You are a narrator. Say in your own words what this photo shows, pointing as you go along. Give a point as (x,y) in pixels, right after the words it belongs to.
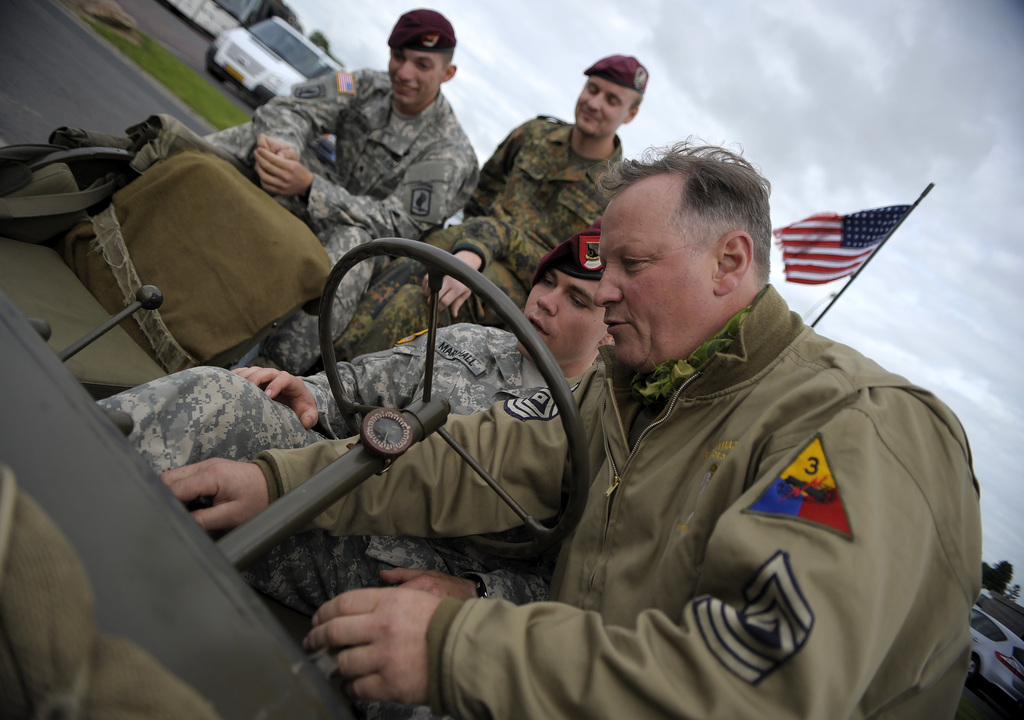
In this image few persons (512,480) are sitting in the vehicle (240,311). Right side (869,222) there is a flag (836,245) attached to the pole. Left top there are few vehicles (262,80) on the road (181,22). Beside the road (186,28) there is grassland (162,62). Right bottom there is a vehicle (992,675) on the road (982,691). Behind there are few trees (993,568). Top of the image (858,157) there is sky (813,103).
